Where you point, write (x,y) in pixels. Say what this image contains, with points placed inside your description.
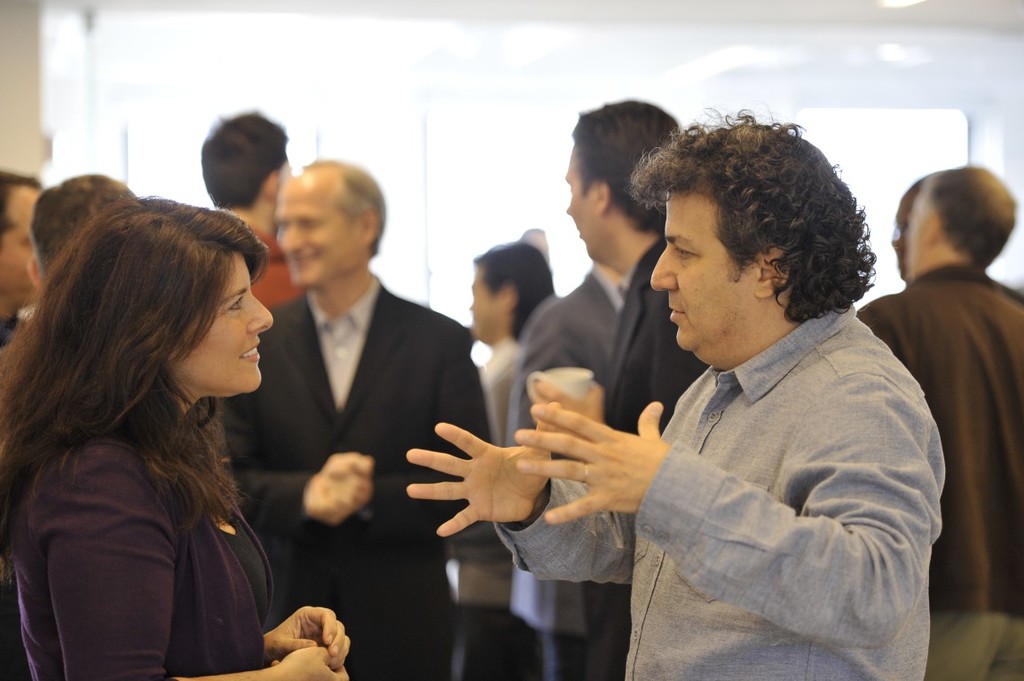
This picture consists of group of persons (517,254) at the top (26,138) there is a wall (890,51).
